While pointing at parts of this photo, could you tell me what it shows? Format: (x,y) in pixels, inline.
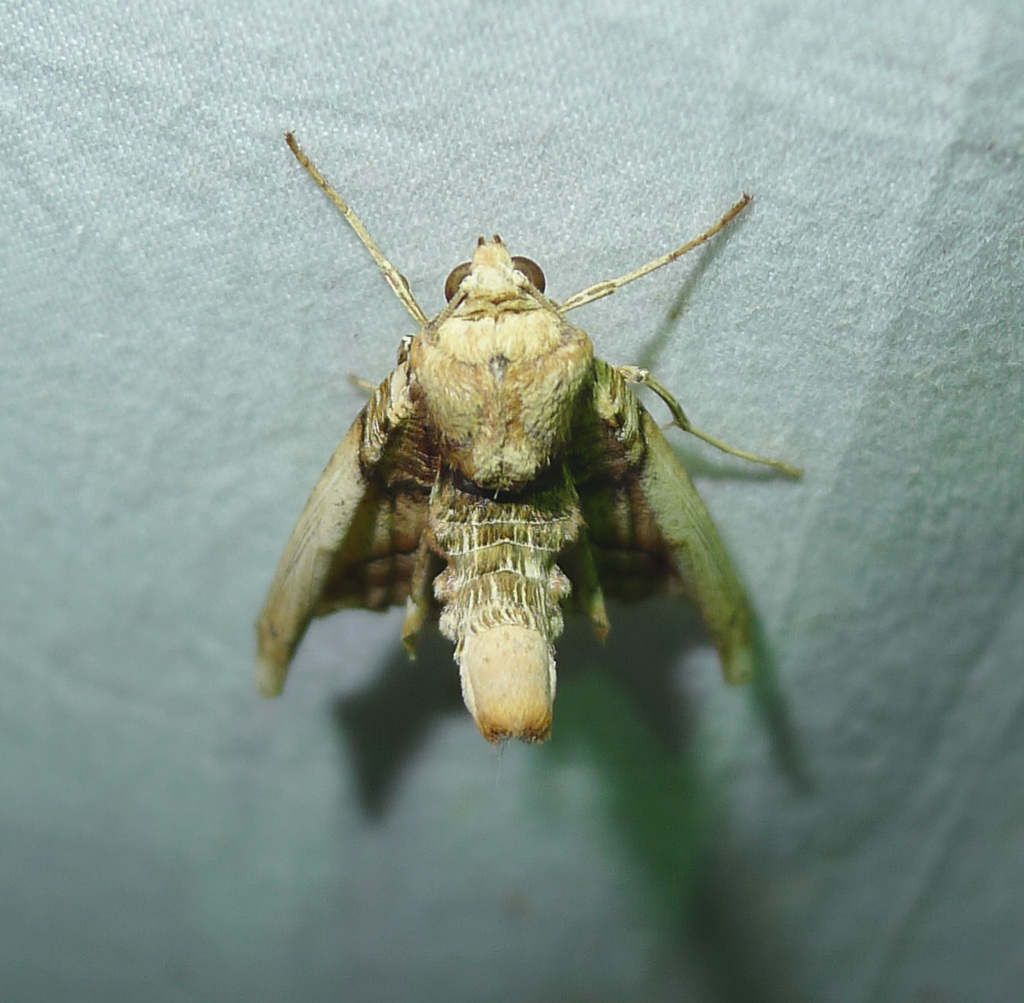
In this image I can see insect (478,415) in brown color and the background (200,114) is in white color.
